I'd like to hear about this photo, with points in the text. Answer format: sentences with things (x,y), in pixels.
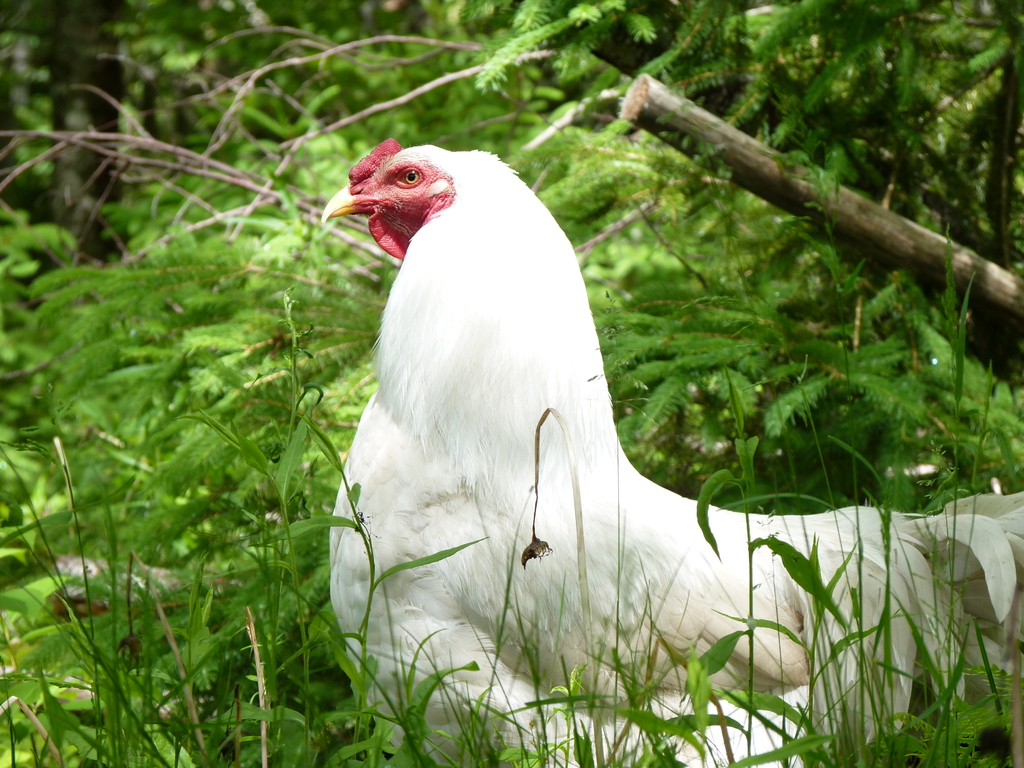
Here we can see a white hen (440,431). Background (769,481) it is blurry and we can see greenery (485,66).
